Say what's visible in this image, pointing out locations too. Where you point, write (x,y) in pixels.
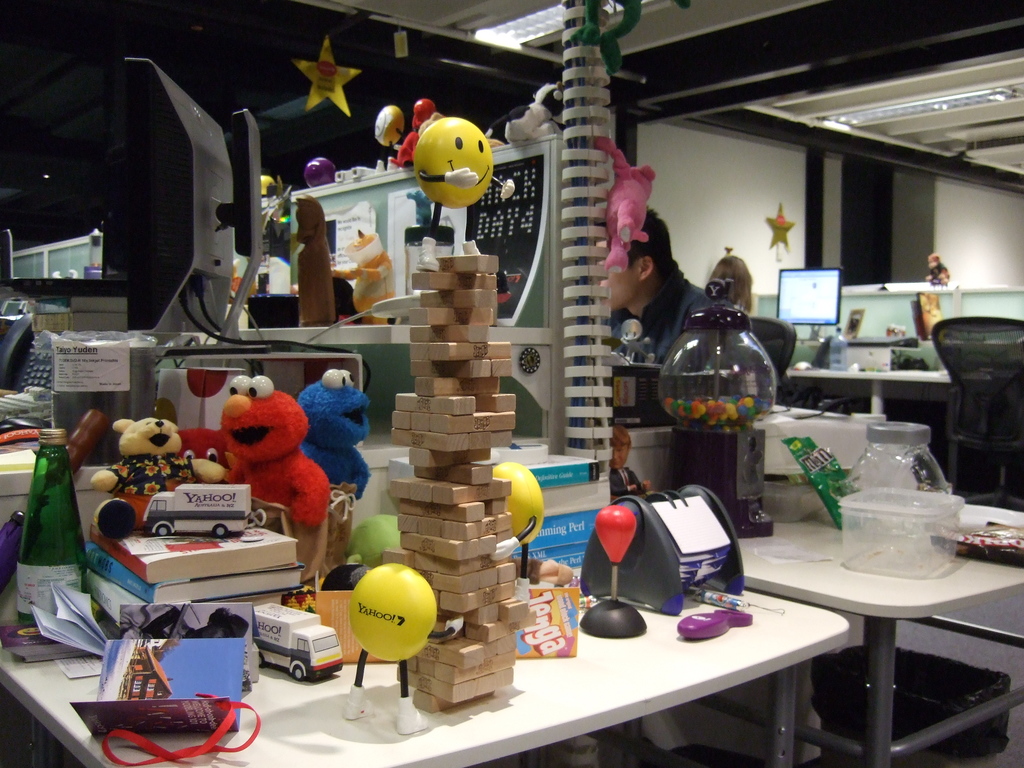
In this image I see lot of desks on the desk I see a monitor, soft toys (381,289), books (104,612) and other things (16,309). I can also see 2 persons (651,340) over here, who are sitting on chairs (792,333) and I see another monitor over here and I see another chair (948,323). In the background (672,213) I see the wall (652,133) and lights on the ceiling (1018,64).
